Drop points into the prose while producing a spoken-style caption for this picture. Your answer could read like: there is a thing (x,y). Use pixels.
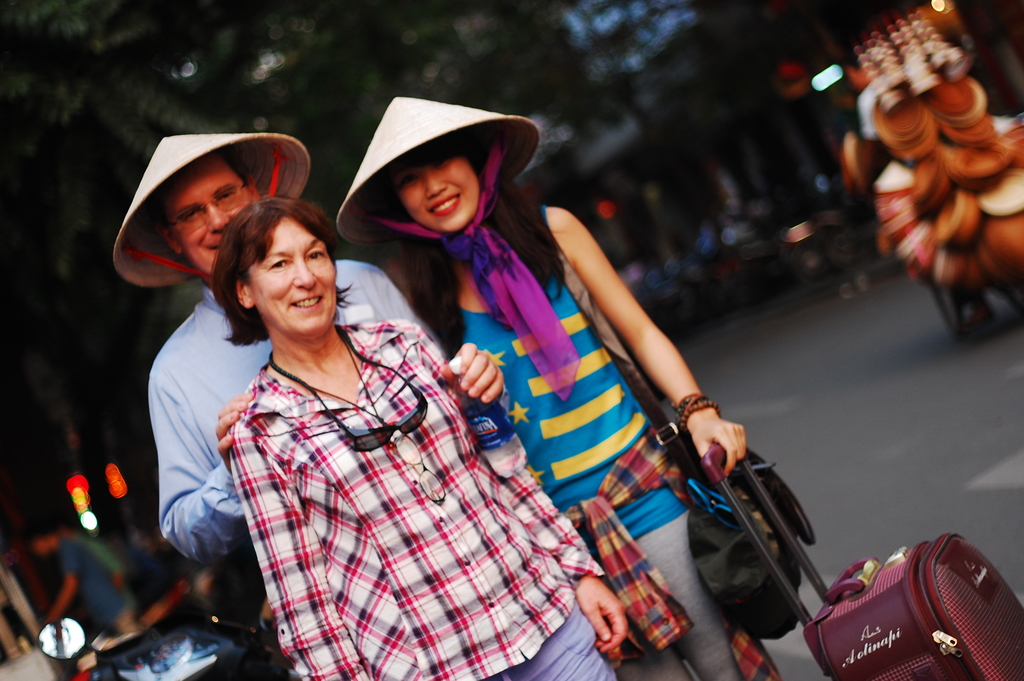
In this image we can see people (391,496). On the right (879,571) there is a briefcase (915,582). In the background (933,229) there are vehicles (933,229) on the road (799,485). In the background (208,30) there are trees (368,16).
